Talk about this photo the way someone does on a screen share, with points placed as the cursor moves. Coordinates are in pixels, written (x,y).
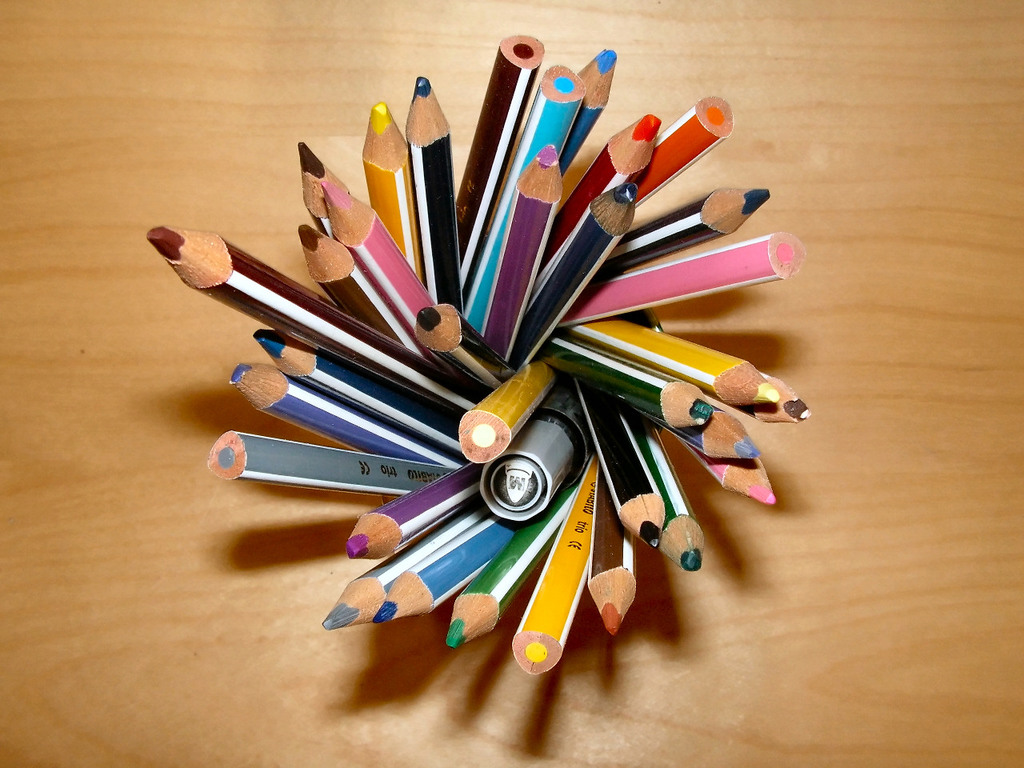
In this picture we can see pencils (522,118) on a wooden platform (754,633).
